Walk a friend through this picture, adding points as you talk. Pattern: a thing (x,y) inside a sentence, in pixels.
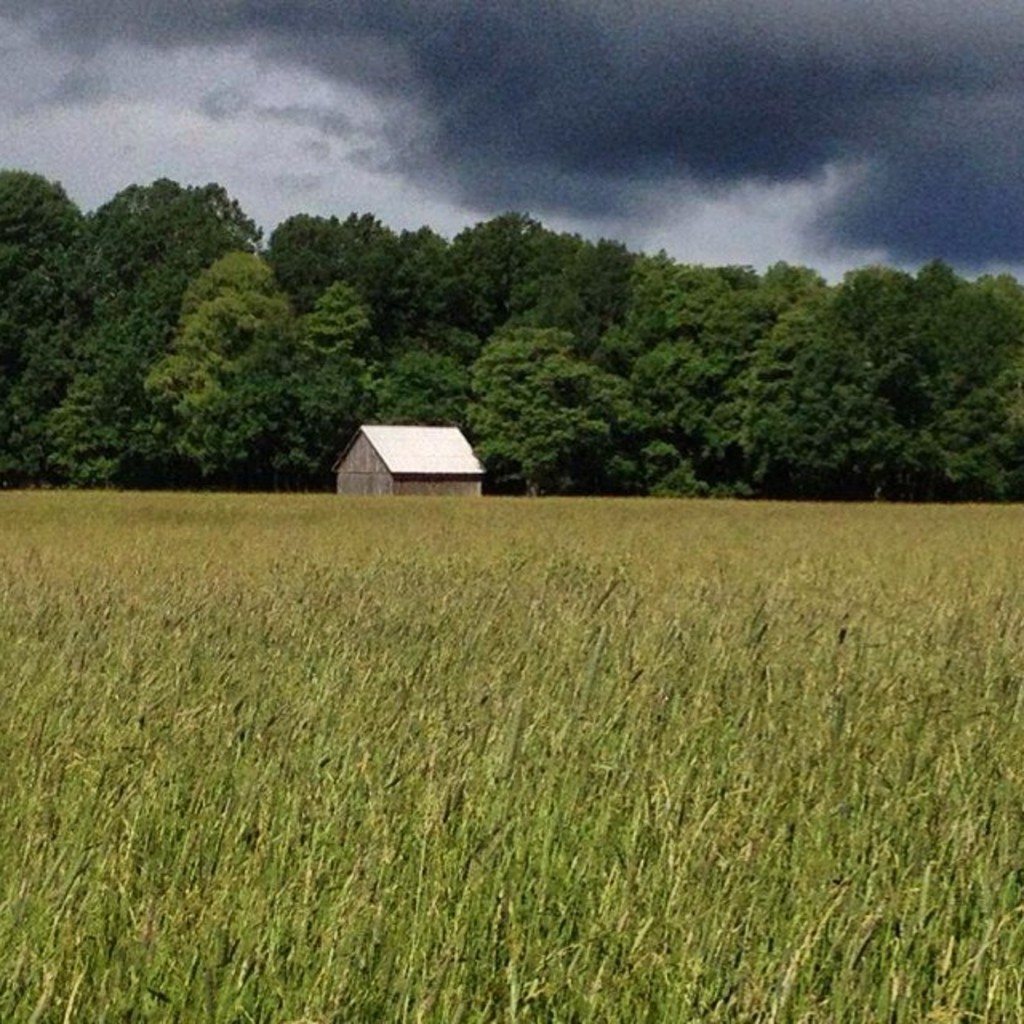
In this picture we can see grass (641,902) at the bottom (533,760), there is a house (429,472) in the middle (364,454), in the background (759,384) there are some trees (457,340), we can see the sky (514,87) and clouds (459,73) at the top of the picture (459,73).
